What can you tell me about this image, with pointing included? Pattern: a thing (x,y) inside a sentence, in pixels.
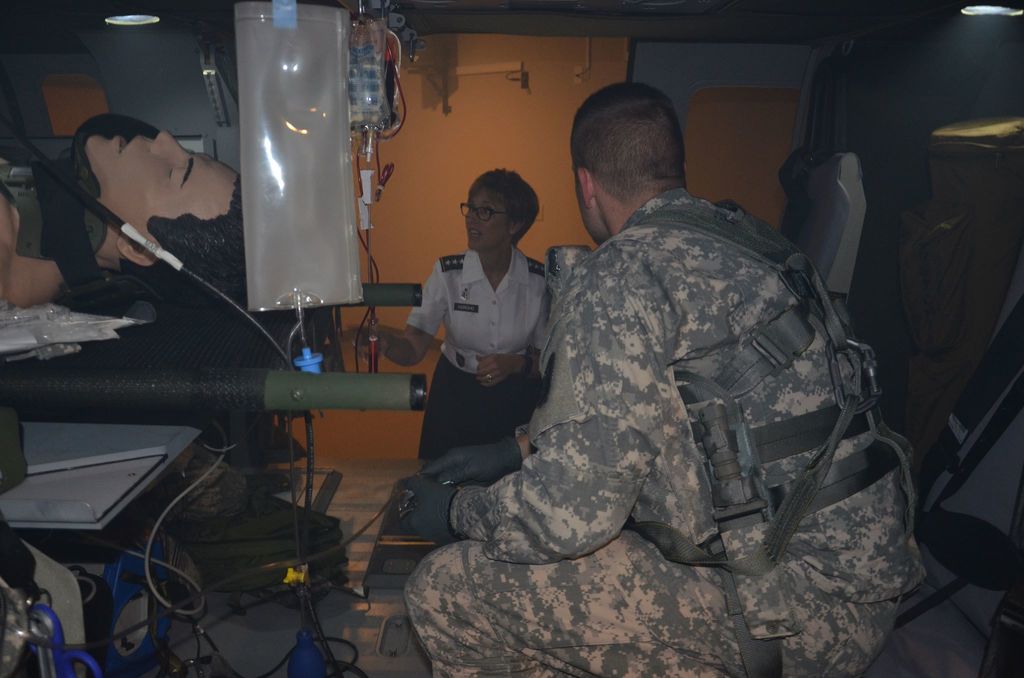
In this image we can see a man (693,583) is sitting. He is wearing an army uniform (652,563). In the background of the image (513,220), we can see a woman (501,368). On the left side of the image (183,350), we can see a stretcher (169,385), wire (152,587), dummy body of a person (113,234), lights (131,16) and plastic containers (311,159). We can see a wall (554,82) in the background of the image (482,86).
